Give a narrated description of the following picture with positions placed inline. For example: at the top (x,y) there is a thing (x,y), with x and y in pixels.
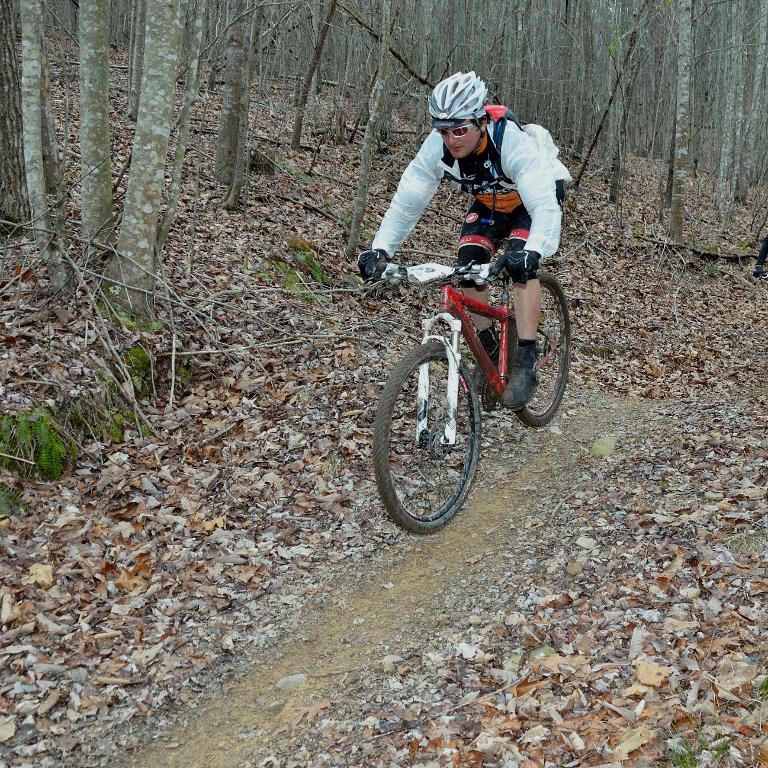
In this picture we can see a person (461,247) wearing a helmet (461,96) and sitting on a bicycle (448,435). We can see a few dry leaves (292,567) on the ground (460,581). There are tree trunks (339,54) visible in the background (369,112).
